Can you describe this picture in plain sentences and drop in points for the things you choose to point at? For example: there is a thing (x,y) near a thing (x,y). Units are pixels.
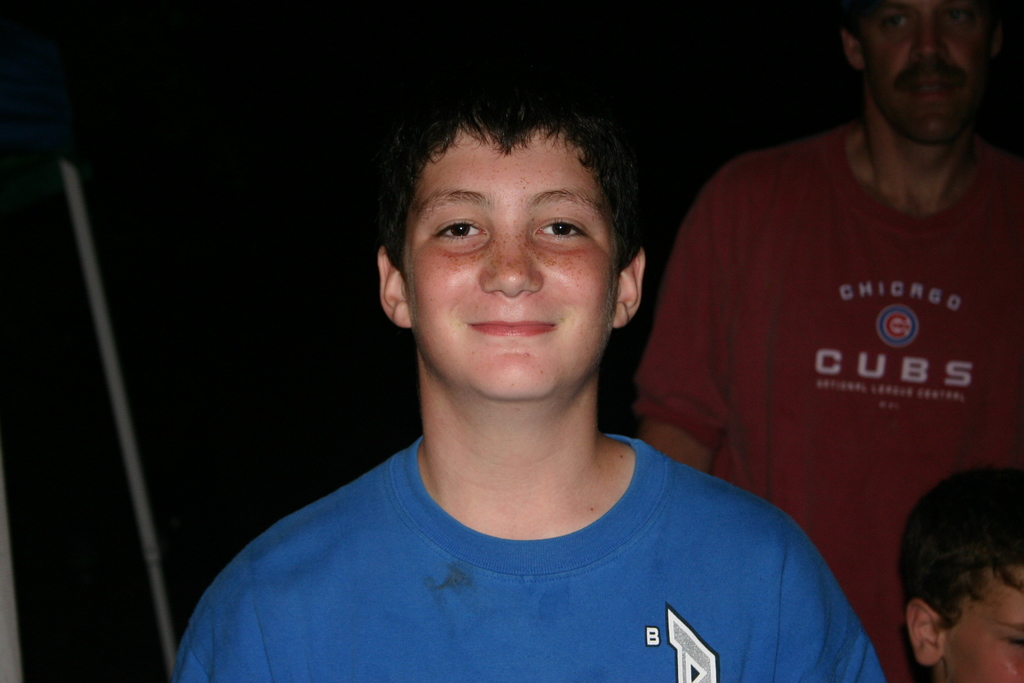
In the image in the center (486,377), we can see one person (503,519) standing and smiling. In the background (888,367), we can see two persons (853,130) and a few other objects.
